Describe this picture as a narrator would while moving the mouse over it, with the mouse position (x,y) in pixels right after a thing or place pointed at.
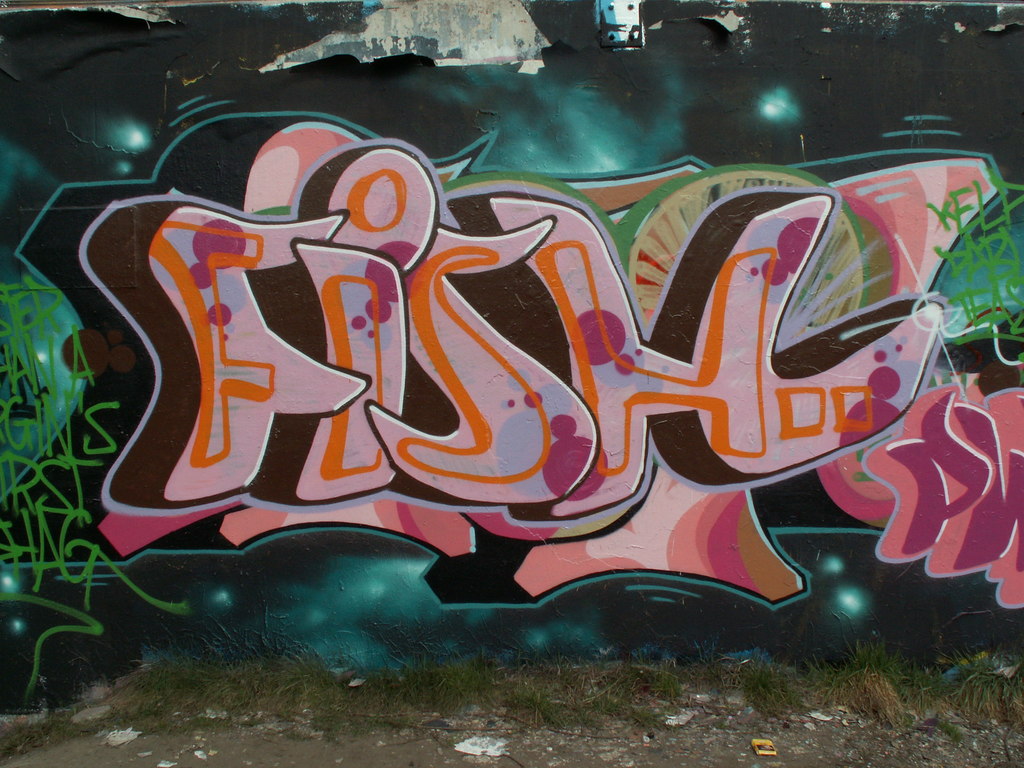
In this picture we can see some grass (540,693) and a few objects (475,739) on the path (195,744). There is some text (312,220) and painting (350,150) is visible on a wall (467,446).
